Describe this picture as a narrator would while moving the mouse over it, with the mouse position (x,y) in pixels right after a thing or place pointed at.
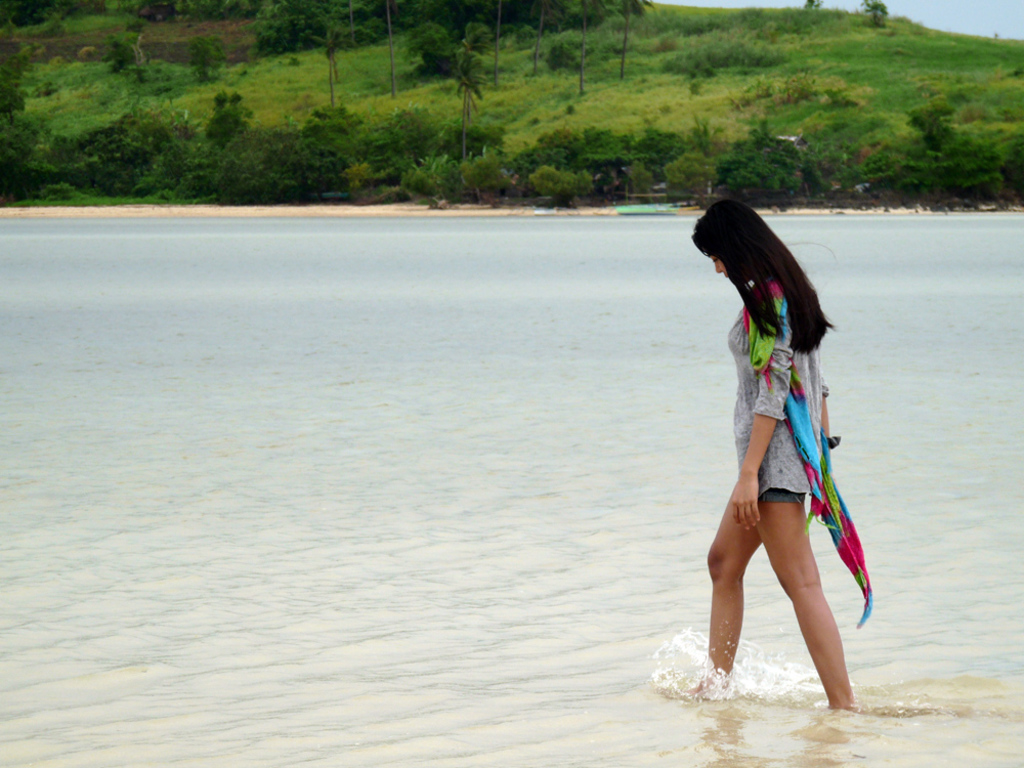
This image is taken outdoors. At the top of the image (953,28) there is the sky (948,12). In the background (332,163) there are many trees (216,134) and plants (200,51) on the ground (715,93) and there is a ground (781,93) with grass (908,90) on it. At the bottom of the image (380,641) there is the sea (295,451). On the right side of the image (823,621) a woman (802,617) is walking.
